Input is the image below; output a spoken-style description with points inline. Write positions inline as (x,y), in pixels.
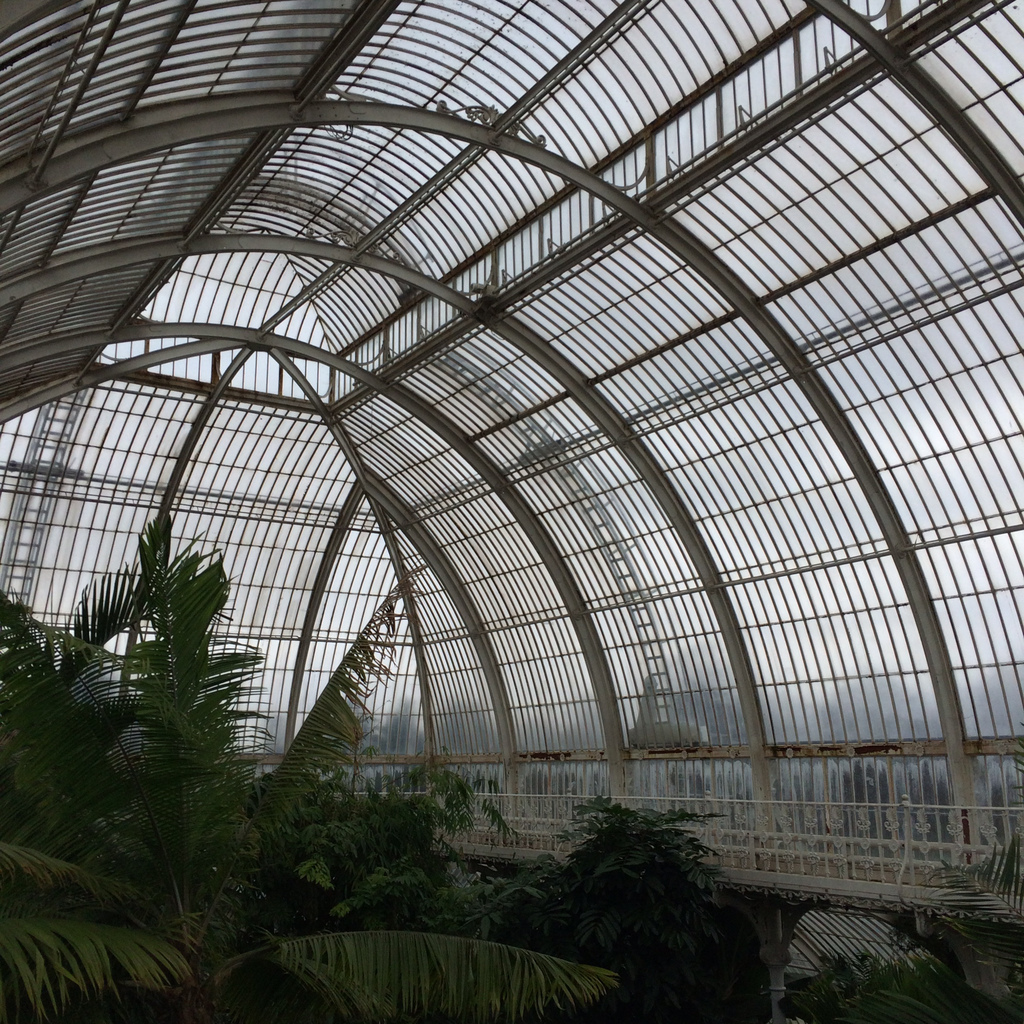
In this image we can see trees (654,865), metal fencing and a shed (599,225).
